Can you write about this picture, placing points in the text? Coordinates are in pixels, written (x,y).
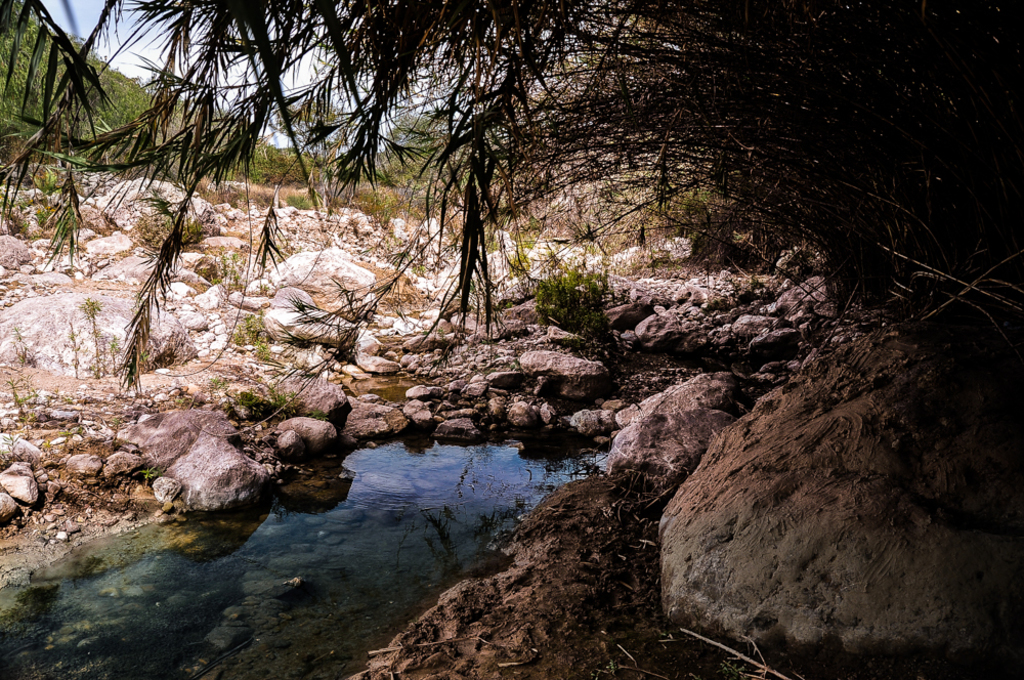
In this picture I can see the stones (926,431). In the bottom left (115,608) I can see the water (286,652). In the background (755,171) I can see many trees (10,6), plants (755,171), grass (539,220) and mountain (18,71). At the top left (104,33) I can see the sky (117,62) and clouds (144,41).
